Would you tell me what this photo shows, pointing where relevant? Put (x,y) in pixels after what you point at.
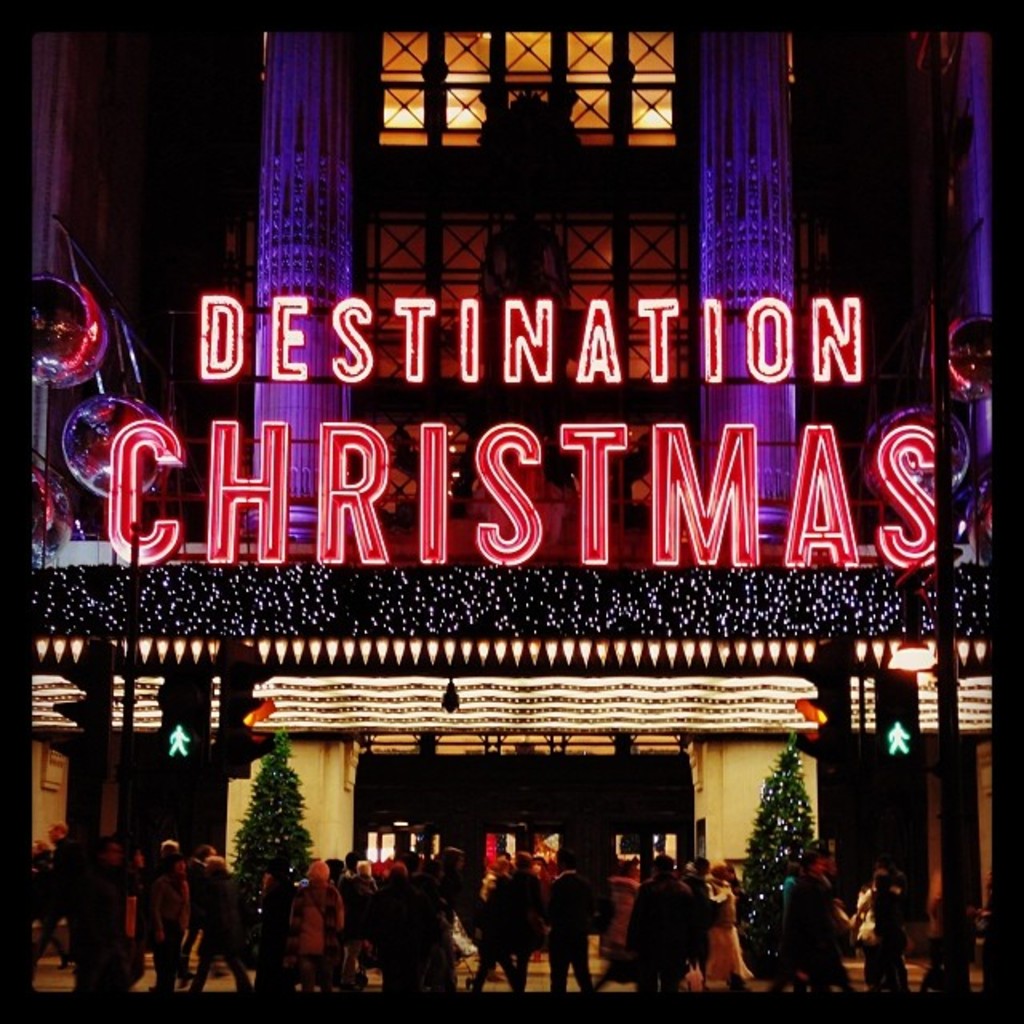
Here in this picture we can see a building (744,104) present over there and it is decorated with lights (216,371) and hoarding (659,303) and on the road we can see people (321,919) standing and walking here and there and we can see Christmas trees (277,829) here and there and we can see traffic signal lights (249,722) on the pole (943,805) over there.
